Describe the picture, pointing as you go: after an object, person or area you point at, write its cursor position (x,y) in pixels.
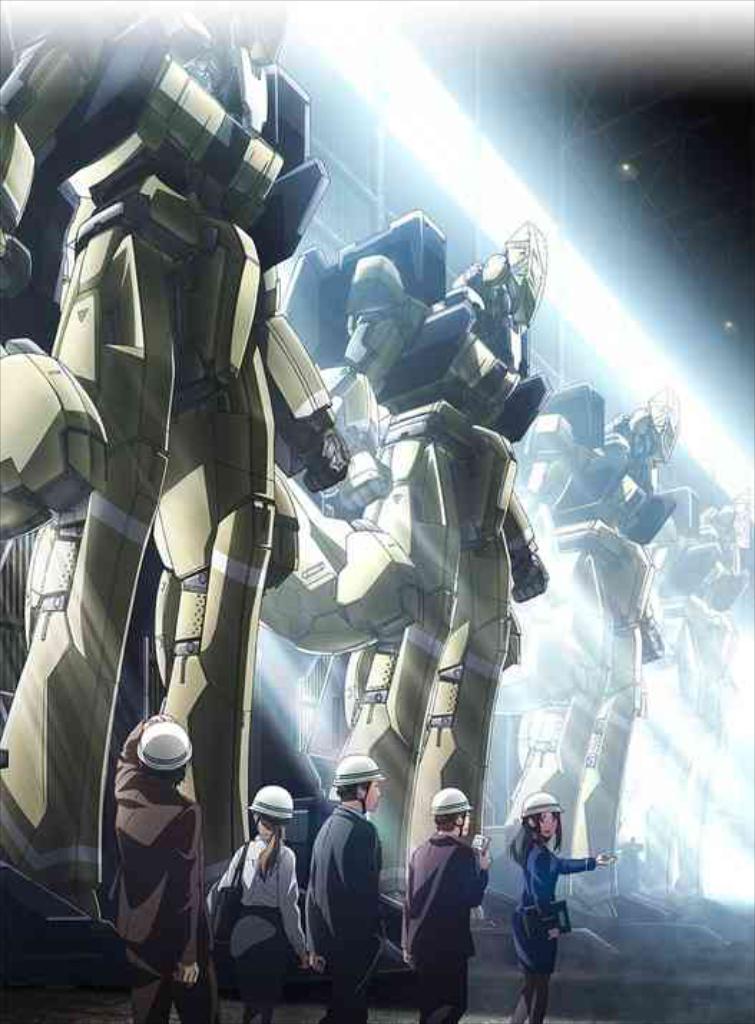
In this image we can see an animation picture. In the picture there are persons (254,969) on the floor (579,976) and statues (199,517).
